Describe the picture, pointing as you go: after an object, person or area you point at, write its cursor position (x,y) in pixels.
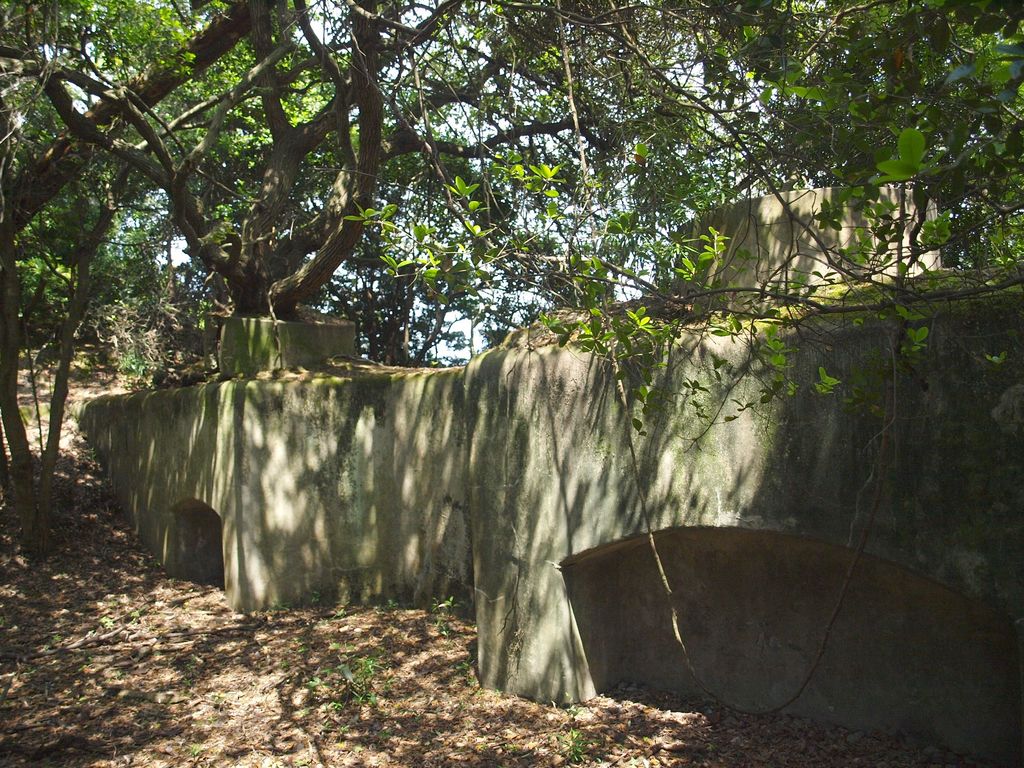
In this image, there is a wall (216,440) and there are some dried leaves (266,643) on the ground (151,654), there are some green color trees (211,145).
